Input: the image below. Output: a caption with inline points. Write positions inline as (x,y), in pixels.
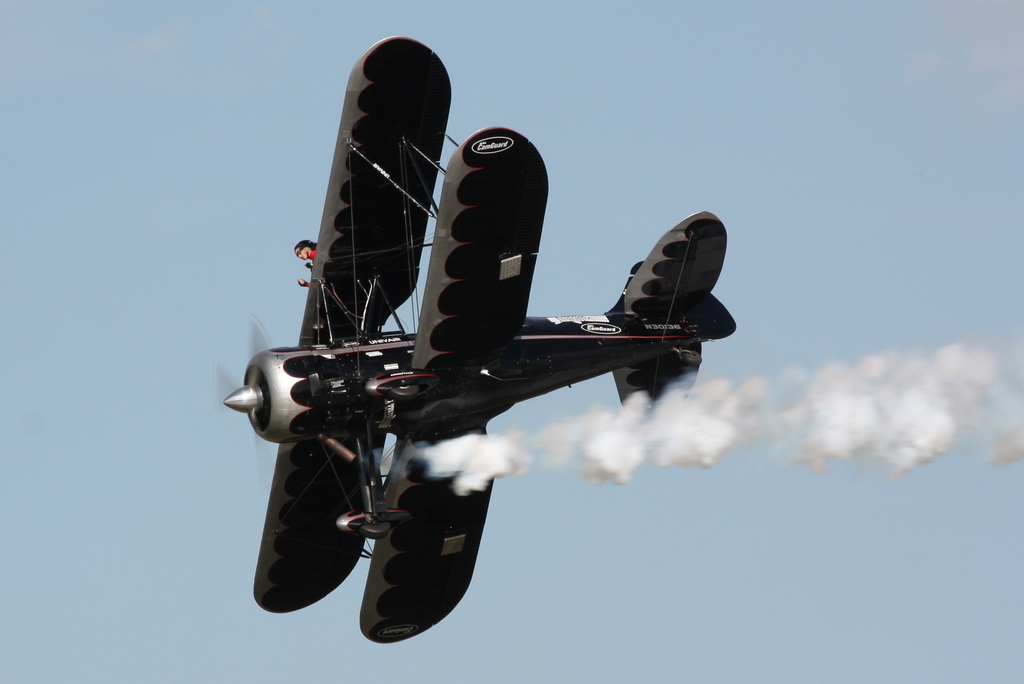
This picture is clicked outside. In the center (461,304) there is an aircraft (405,268) releasing smoke (825,378) and flying in the sky (215,453).
